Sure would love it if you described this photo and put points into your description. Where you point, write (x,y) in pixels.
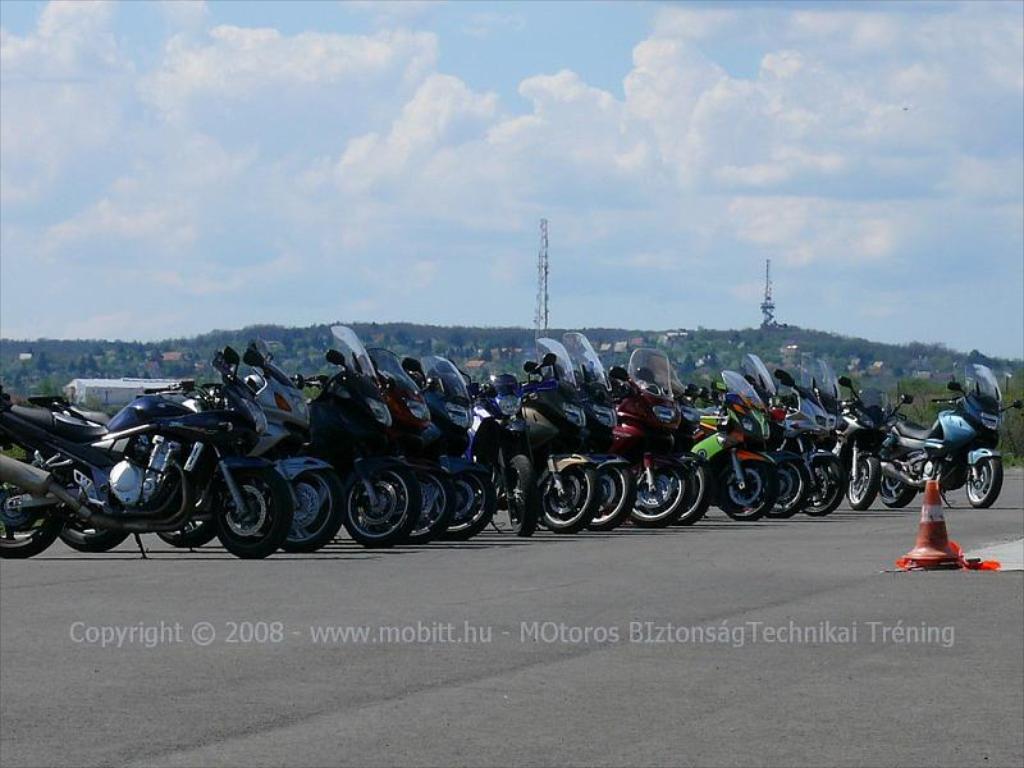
In this image, we can see motorbikes (417,507) are parked on the road (688,588). Right side of the image (927,557), we can see a traffic cone (941,539). Background (97,383) there are so many trees (939,375), plants (36,387), sheds (118,385), towers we can see. top, of the image, there is a cloudy sky (532,78).
